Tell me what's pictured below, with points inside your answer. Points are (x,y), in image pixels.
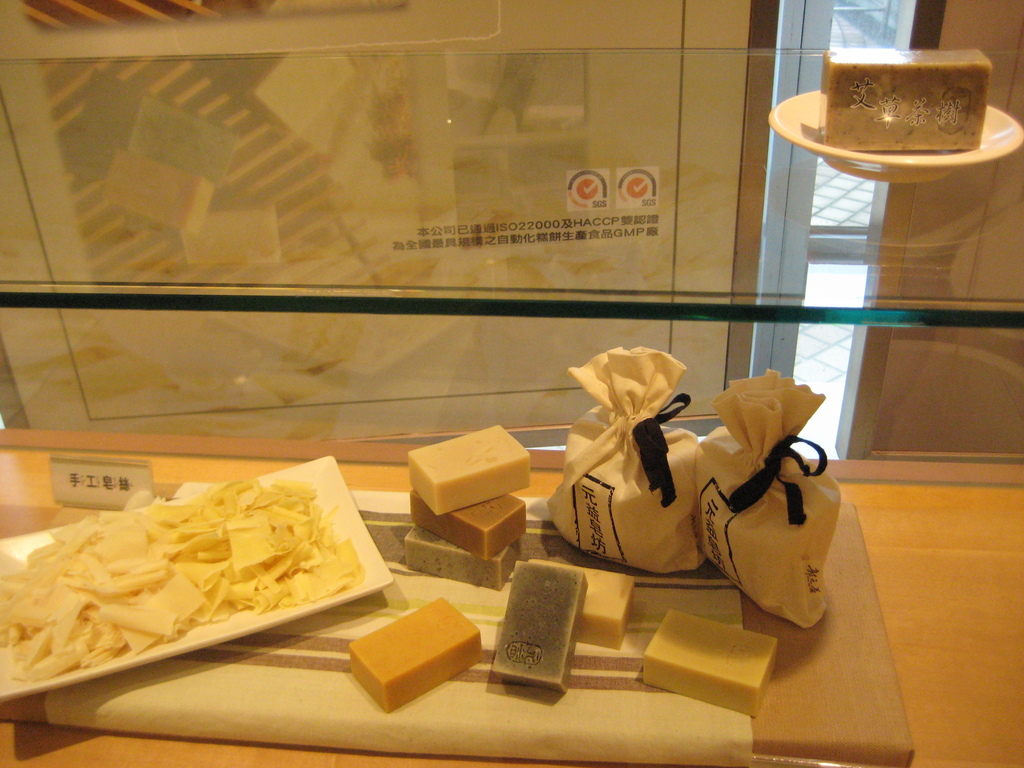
In this picture we can see a plate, a cloth (510,740), soaps (427,495) and two bags (657,556) present at the bottom (215,570), there is some soap (199,585) in this plate (195,536), we can see a glass (525,306) in the middle (525,306), there is a plate (899,164) present on the glass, we can see a piece of soap (882,105) in this plate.
